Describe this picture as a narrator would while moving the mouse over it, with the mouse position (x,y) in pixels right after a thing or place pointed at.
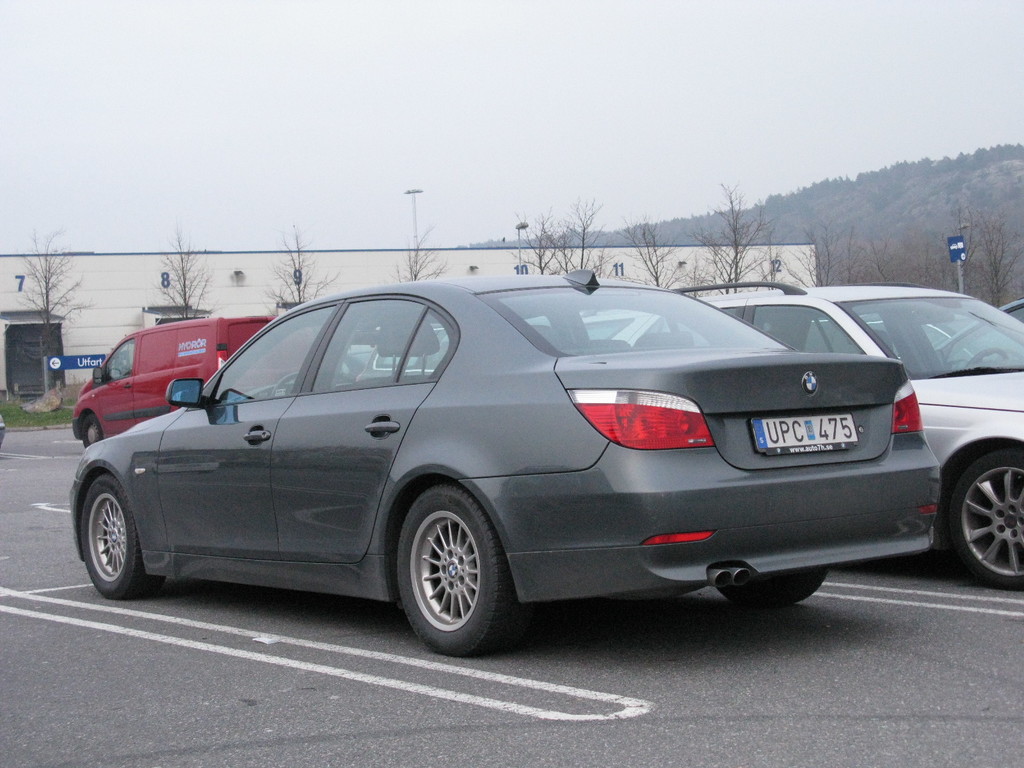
In this picture we can see there are vehicles (345,460) on the road (262,586). Behind the vehicles (261,339), there is a building (369,282), trees (636,236), poles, hill (489,245) and the sky (507,89).
